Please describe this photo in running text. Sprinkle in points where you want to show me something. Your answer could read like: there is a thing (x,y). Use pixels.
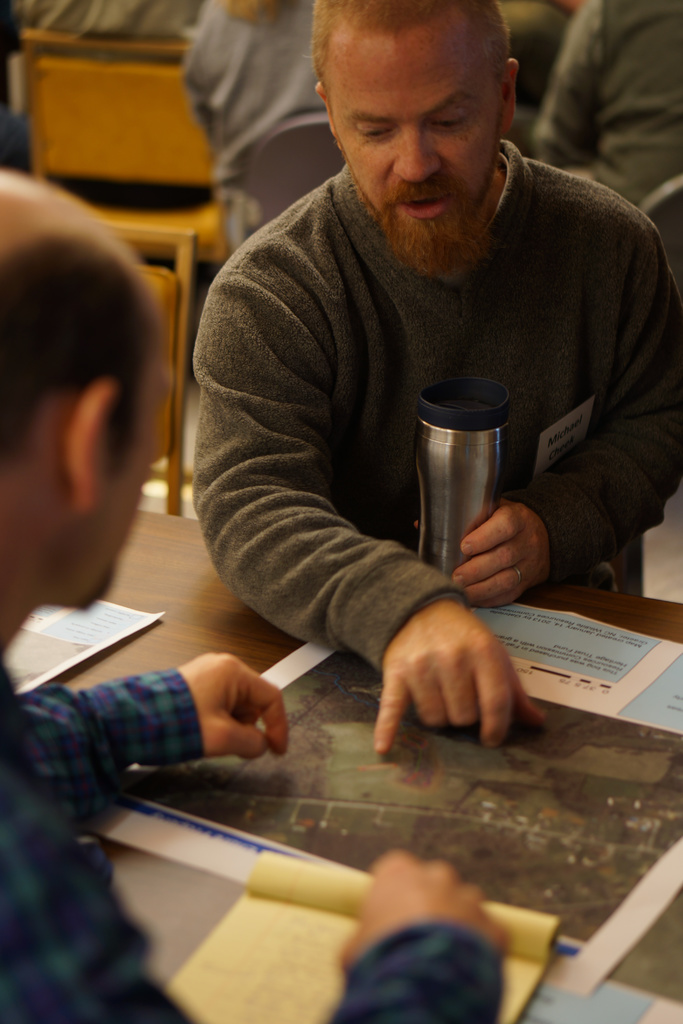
In this image we can see group of persons (308,253) sitting on chairs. One person (468,365) is holding a bottle (483,480) with his hand (464,549). In the foreground (578,884) we can see a map (602,926), paper (91,631) and a book (357,903) placed on the table (125,663).
